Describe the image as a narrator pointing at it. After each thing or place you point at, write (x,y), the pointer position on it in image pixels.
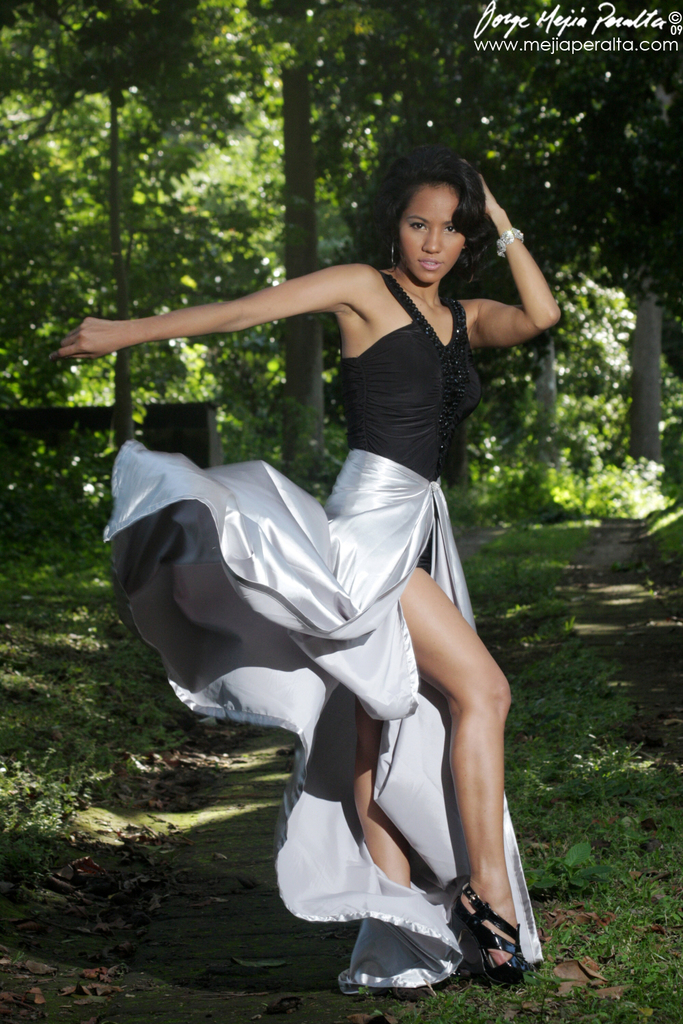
In this image I can see a woman (484,672) is standing, she wore black top (447,422) and white color frock (363,614). At the back side (334,214) there are trees (619,77), at the top (500,47) there is the watermark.
